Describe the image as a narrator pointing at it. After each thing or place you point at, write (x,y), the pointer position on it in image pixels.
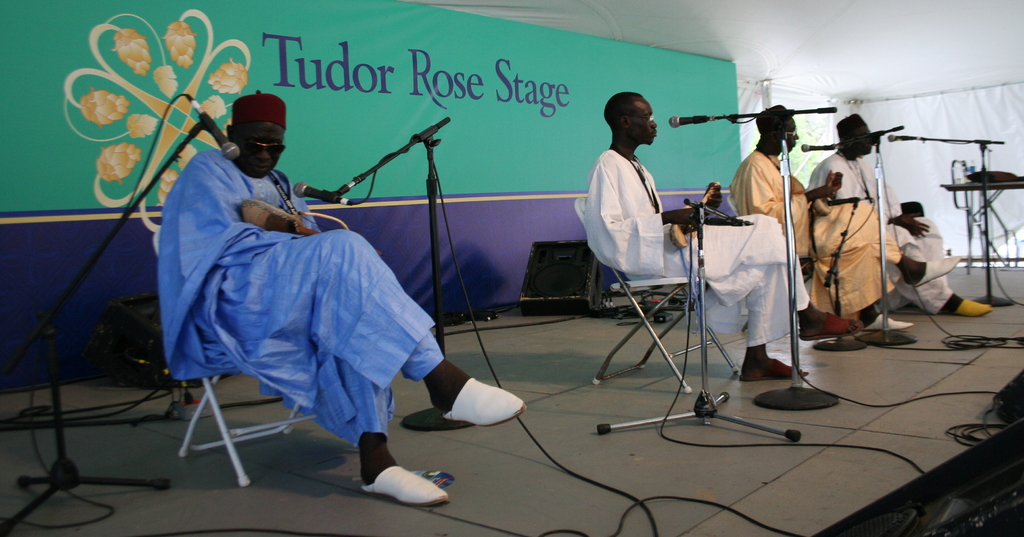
In the center of the image (376,354) we can see people (840,218) sitting and there are mics (841,201) placed before them. At the bottom (672,500) there are wires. In the background (519,66) there is a board (516,154) and speakers (530,279).
